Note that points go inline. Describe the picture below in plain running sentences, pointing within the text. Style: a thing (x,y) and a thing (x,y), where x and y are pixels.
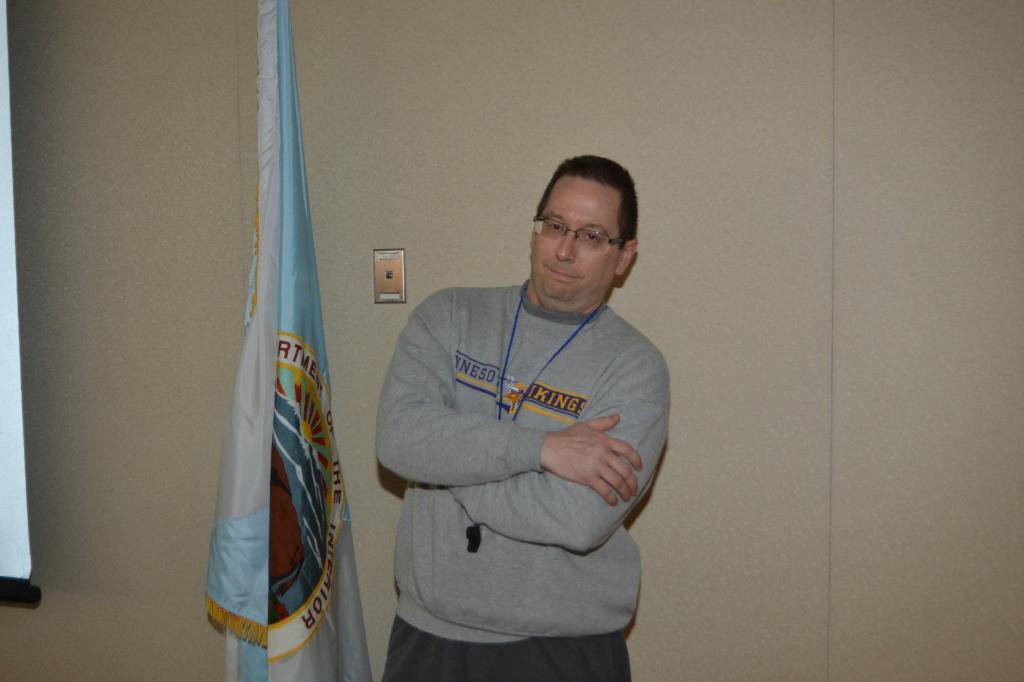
This man (624,446) is highlighted in this picture. This man (600,490) wore ash t-shirt (616,379) and spectacles (607,242). Beside this man (526,537) there is a flag (308,542).
